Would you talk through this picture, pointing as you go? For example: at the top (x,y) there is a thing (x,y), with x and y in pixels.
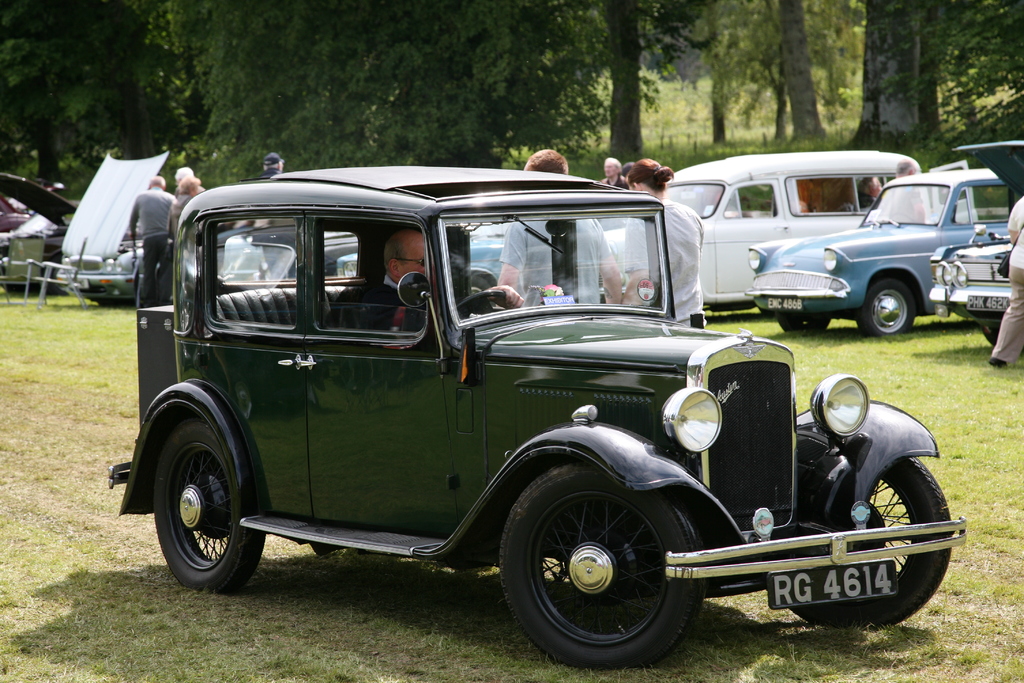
In this image I can see an open grass ground (936,338) and on it I can see few vehicles (526,316) and I can see few people (505,278) are standing. I can also see one man (391,253) is sitting in this vehicle (385,333) and in the background (469,86) I can see number of trees (335,59).
